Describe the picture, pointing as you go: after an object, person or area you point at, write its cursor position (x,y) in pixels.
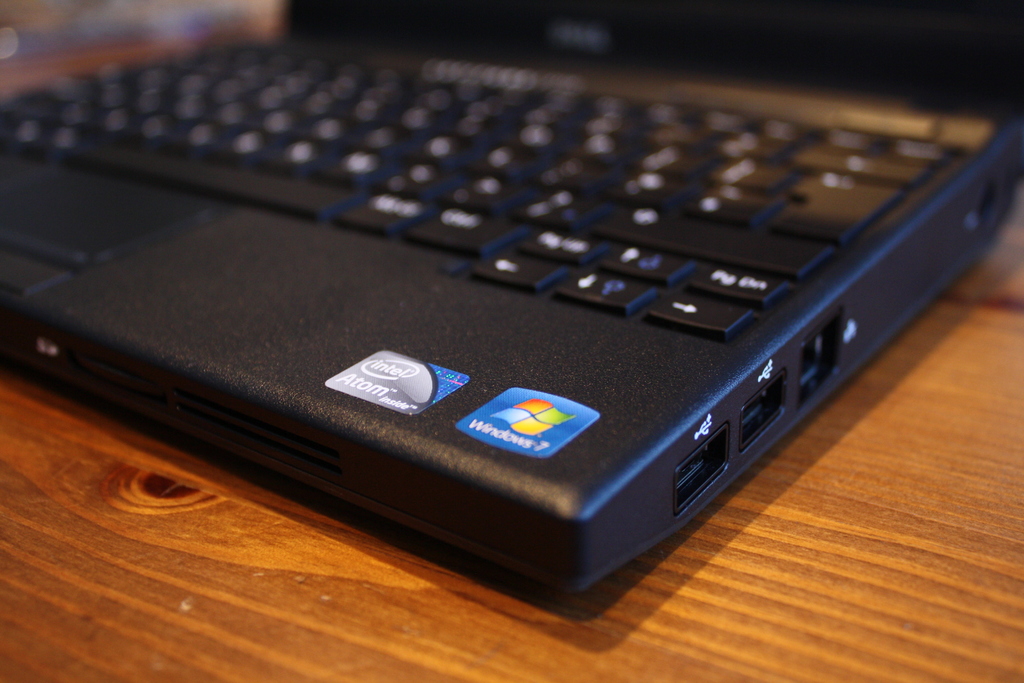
In this image we can see a laptop (518,177). At the bottom of the image (609,591) there is a wooden object (616,598).
